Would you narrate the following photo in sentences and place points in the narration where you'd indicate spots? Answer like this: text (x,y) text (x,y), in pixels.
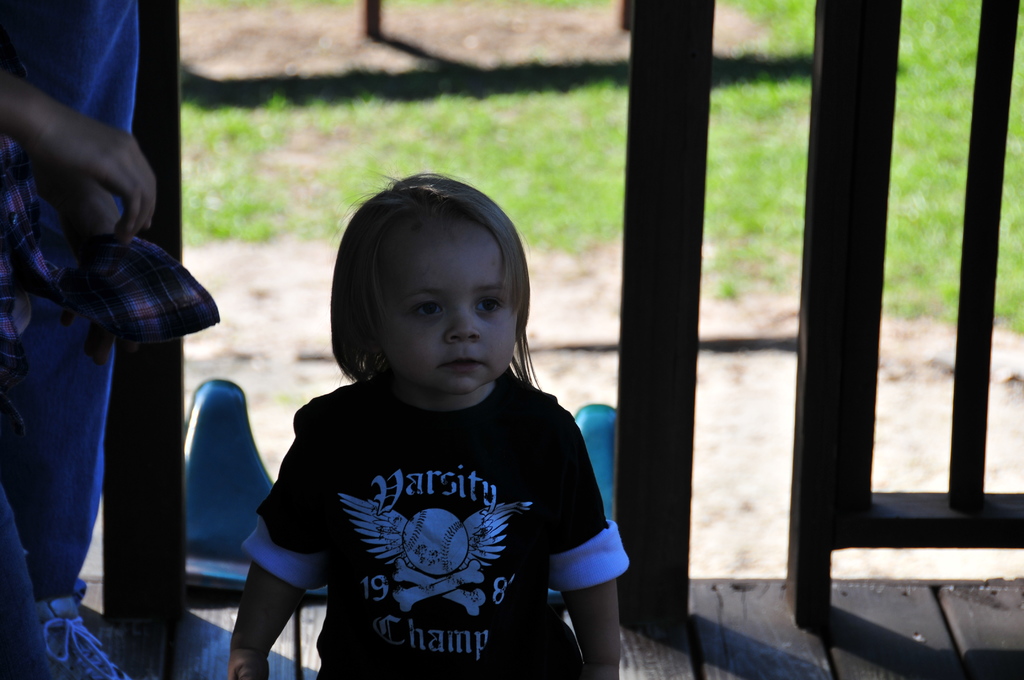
In this image we can see two persons (397,414). One boy (435,367) is wearing black t shirt (470,491). In the background (176,144), we can see a barricade (155,499).
